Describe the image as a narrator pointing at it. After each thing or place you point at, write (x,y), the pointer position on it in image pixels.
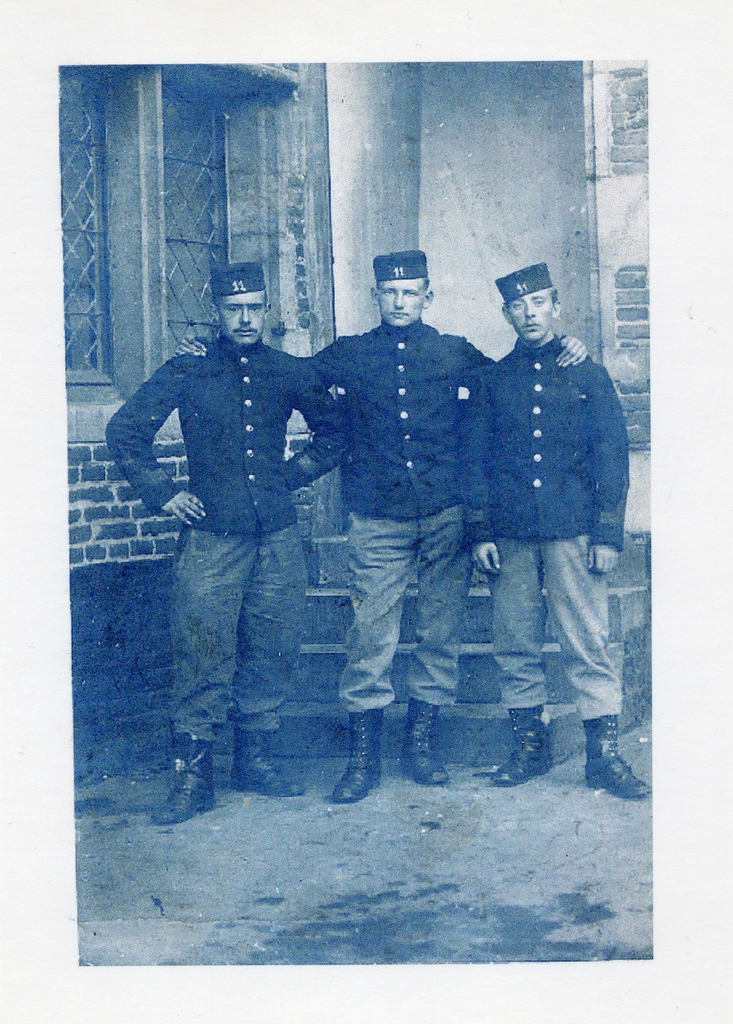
3 Men (260,351) are standing, they wore caps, shirts (320,409), trousers (365,641) and black color shoes (433,704) behind them it's a brick wall (300,317).
